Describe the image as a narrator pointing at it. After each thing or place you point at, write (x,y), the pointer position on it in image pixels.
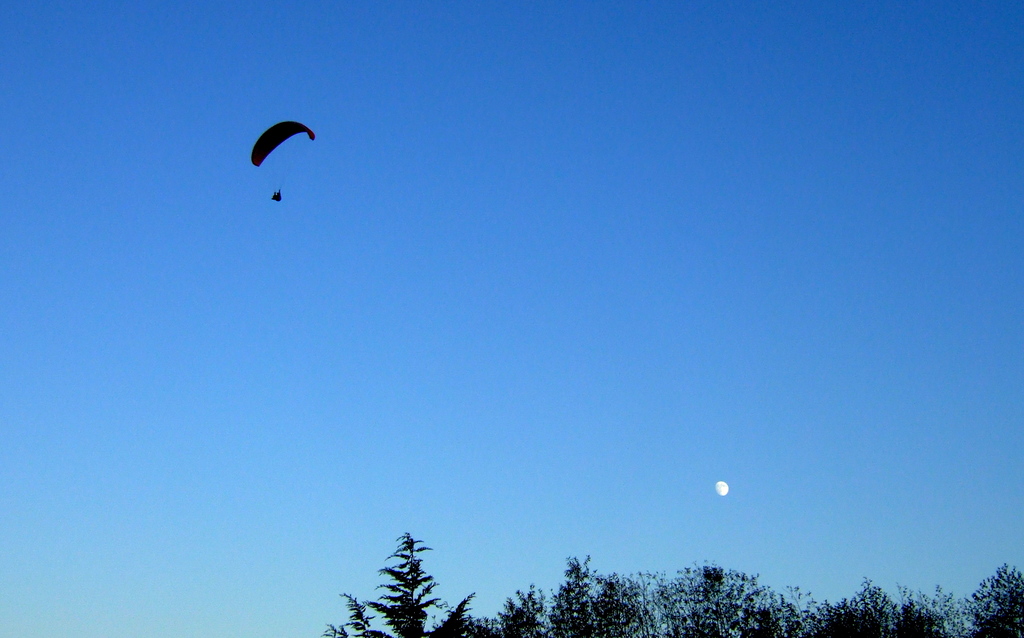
In this image in front (753,635) there are trees (771,634) and we can see there is a person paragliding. In the background of the image (414,168) there is sky (637,381) and moon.
